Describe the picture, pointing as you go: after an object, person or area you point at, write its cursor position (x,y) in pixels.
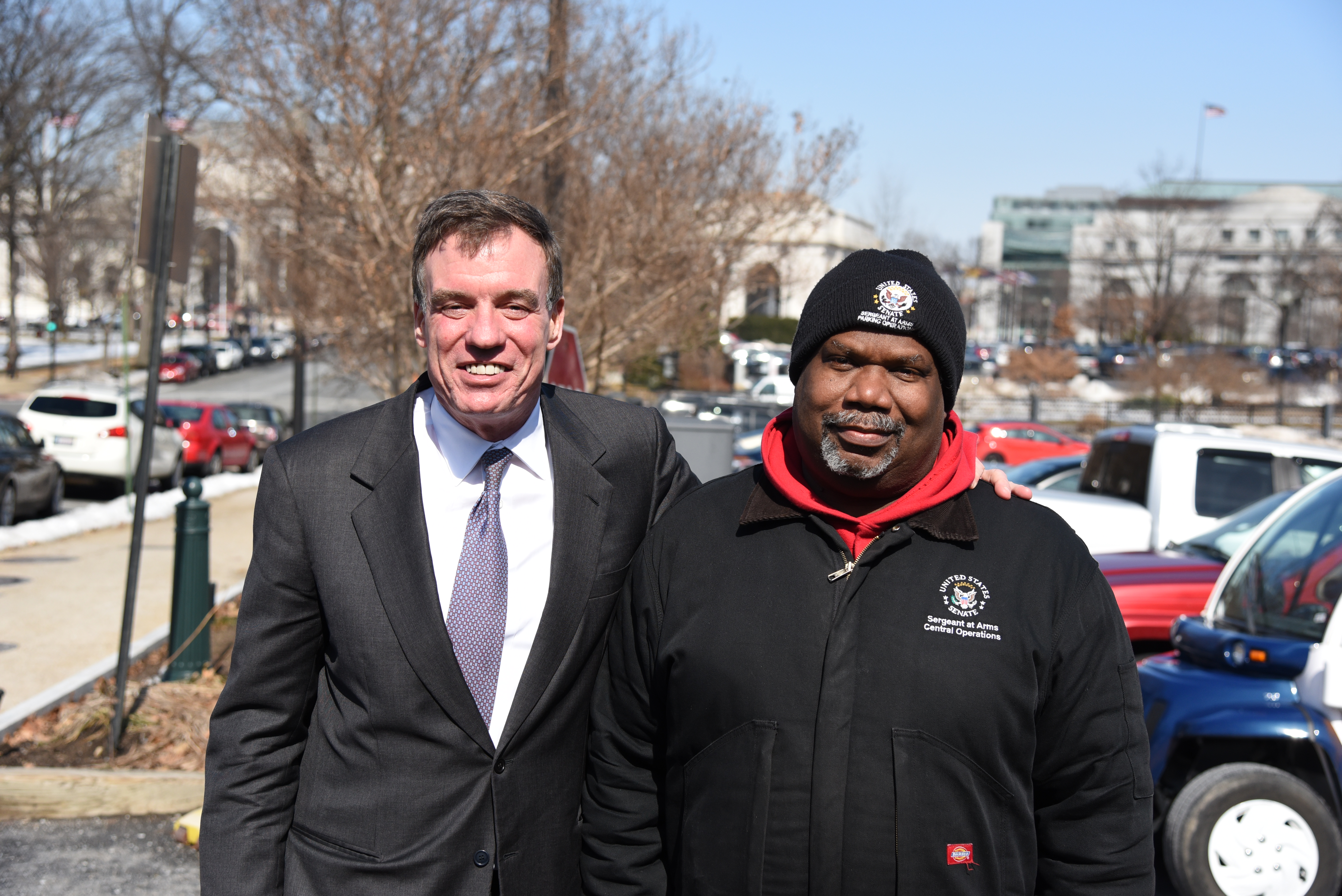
This is an outside view. In the foreground (640,694) there are two men (545,679) standing, smiling and giving pose for the picture. The man (841,546) who is on the right side (928,643) is wearing a black color jacket (786,666) and cap (892,299) on the head (923,347), another man (368,493) is wearing a suit (357,591). In the background (206,428) there are many cars (156,425) on the roads (257,384) and also there are many trees (658,263) and houses (835,230). On the left side (172,202) there is a pole (130,624) beside the road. On the right side (1204,122) there is a flag (1216,107) on the building (1092,198). At the top of the image (992,96) I can see the sky (991,82).
